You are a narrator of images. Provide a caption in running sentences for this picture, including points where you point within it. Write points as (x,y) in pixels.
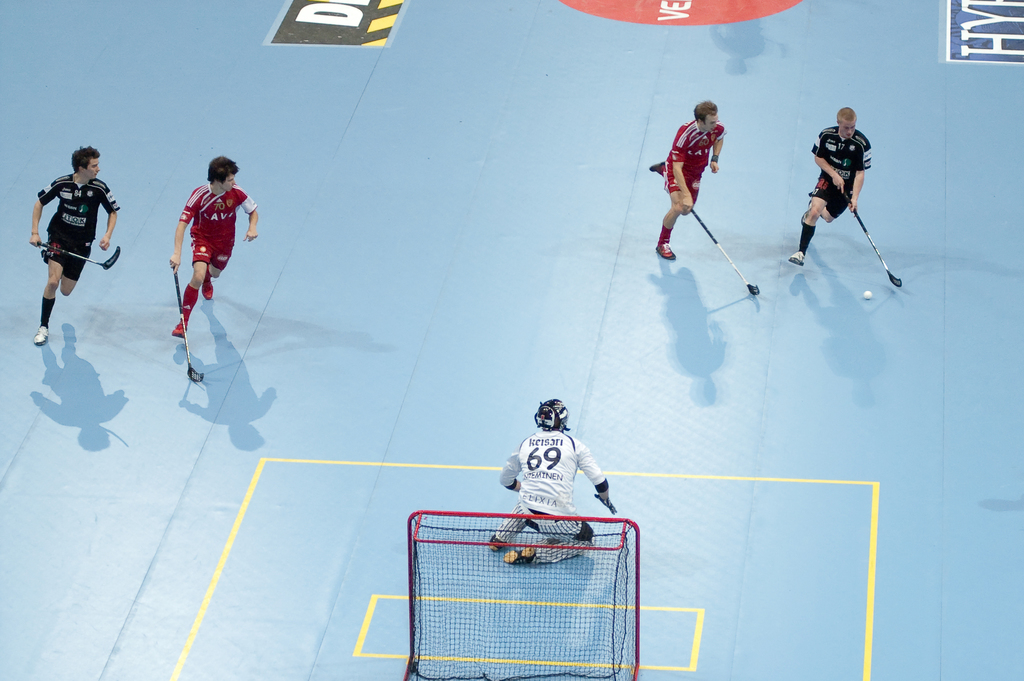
In this image in the center (671,250) there are some persons (75,280) who are holding some sticks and it seems that they are playing something, and at the bottom of the image (505,592) there is a net (554,549) and one person (558,472) is sitting and at the top (414,132) there is a floor (467,307). On the floor (467,307) there is text (322,15).
